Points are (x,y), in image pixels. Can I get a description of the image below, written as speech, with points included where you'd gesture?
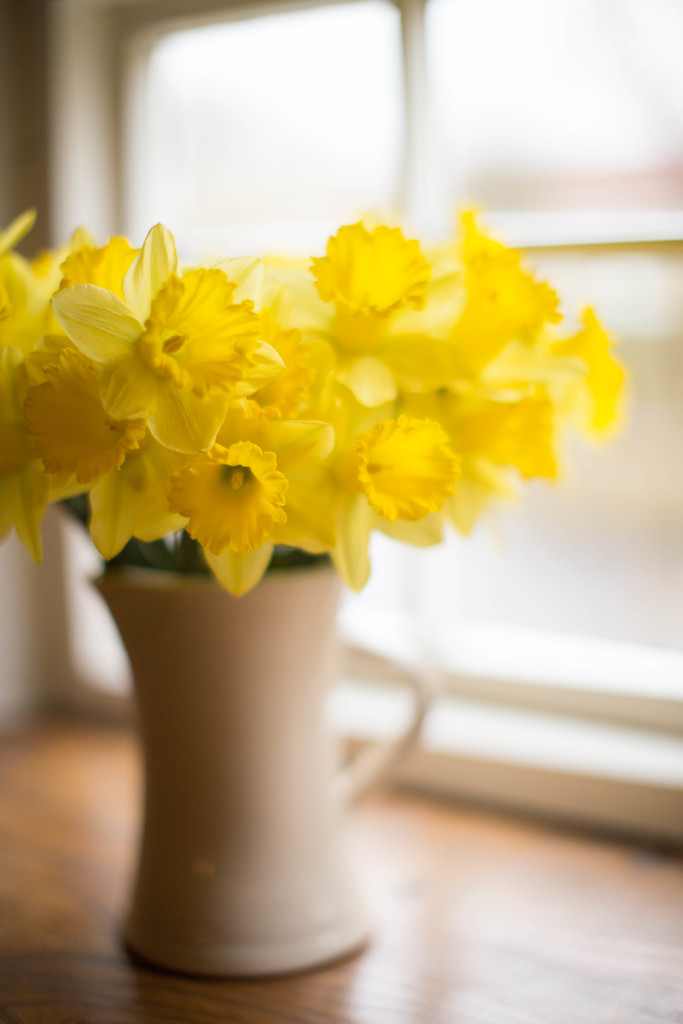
In this image, I can see a flower vase (284,859) on a table (448,892) and a window (383,697). This image taken, maybe in a room (239,727).
